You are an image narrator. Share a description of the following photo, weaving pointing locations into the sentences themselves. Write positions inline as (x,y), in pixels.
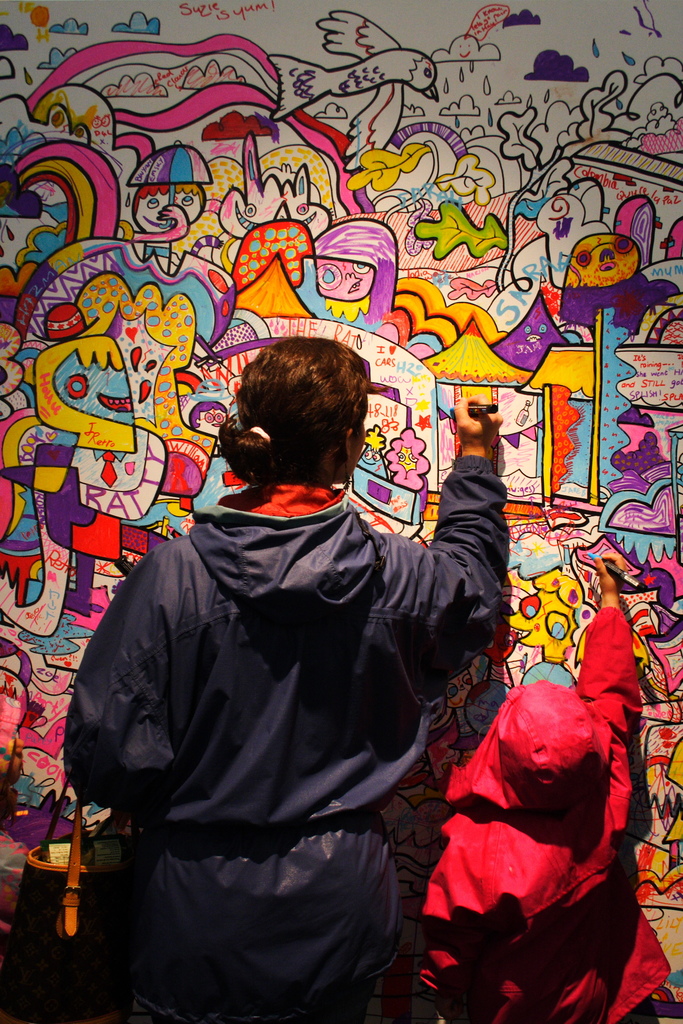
In this picture there is a woman (268,650) who is holding a pen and writing something on the poster (551,166). On the wall (346,225) I can see the design (378,459). In the bottom right (621,743) there is a kid (576,737) who is wearing red jacket (562,728).
